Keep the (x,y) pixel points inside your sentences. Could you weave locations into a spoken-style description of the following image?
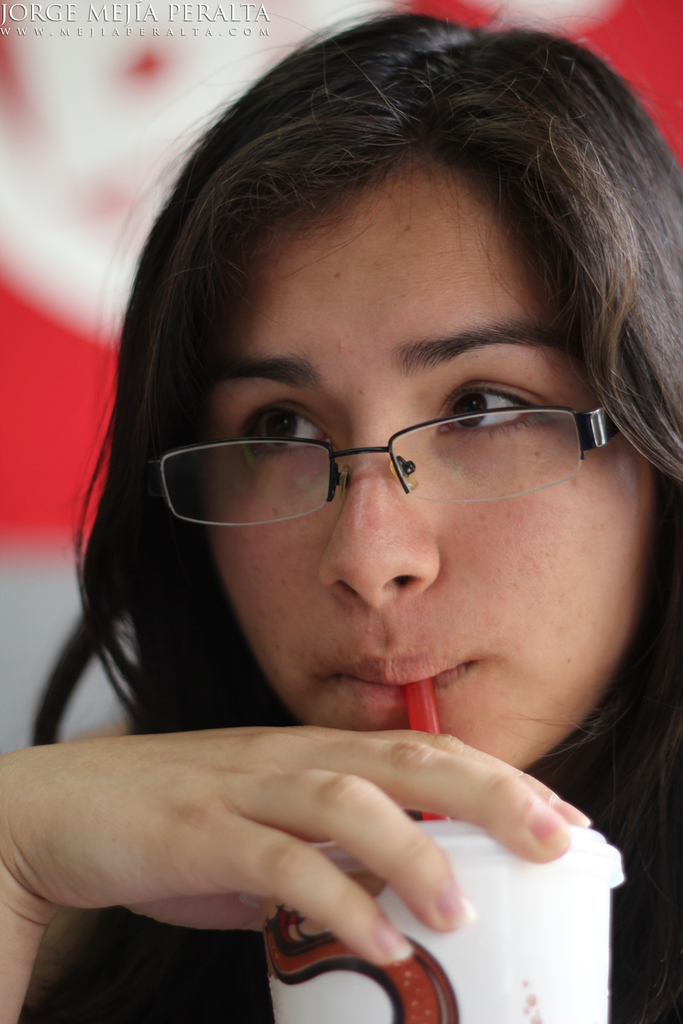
In this image I can see a woman (440,458) having some liquid (399,907) through a sipper (436,727). At the top of the image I can see some text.
